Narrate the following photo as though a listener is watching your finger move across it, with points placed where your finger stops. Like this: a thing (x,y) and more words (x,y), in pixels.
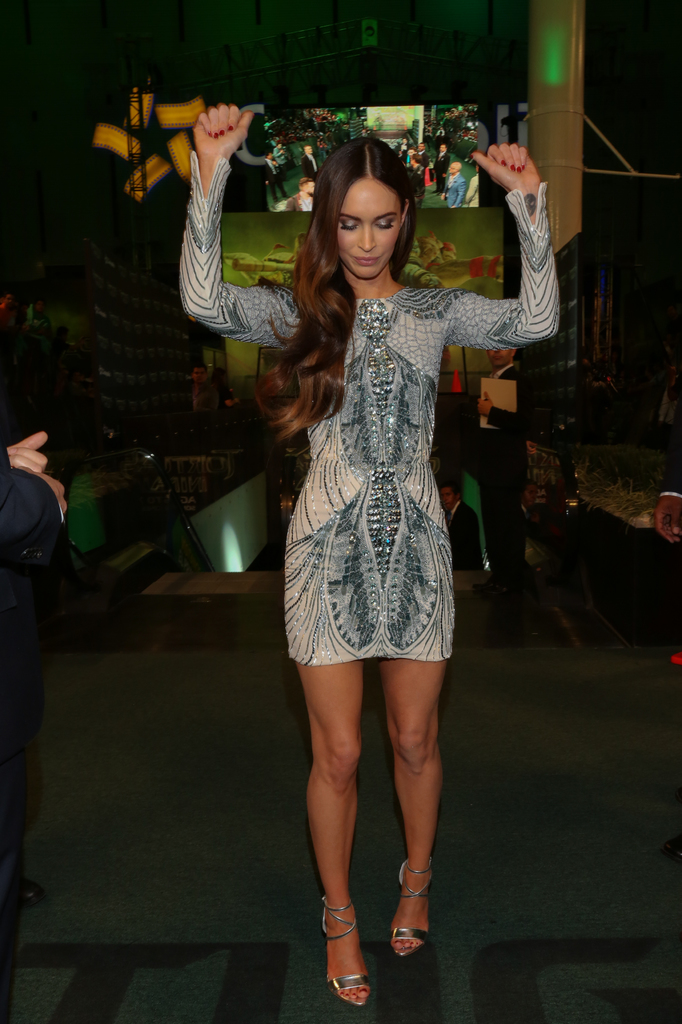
In this image there is one woman (358,569) standing in middle of this image (316,621) and there is a television (362,132) at top of this image (437,167) and there is a wall (139,250) in the background (109,48). There are some objects (214,440) kept at left side of this image (115,531) and right side of this image (640,489). there is one person (511,430) at right side of this image (517,430).
